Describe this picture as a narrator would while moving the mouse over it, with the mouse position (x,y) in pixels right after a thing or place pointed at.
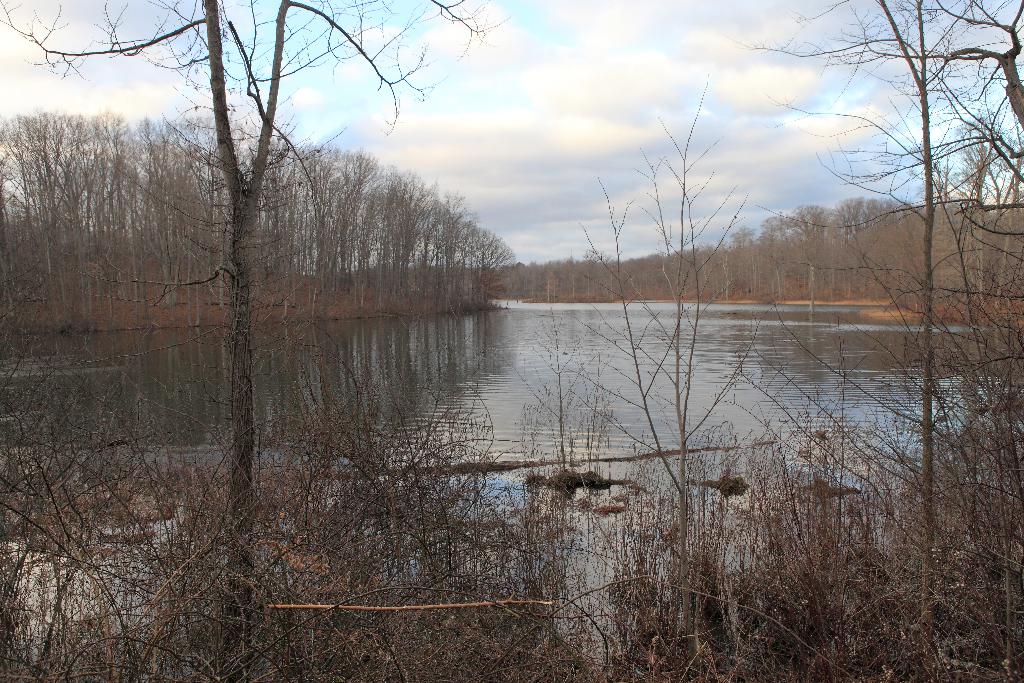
In this image I can see few plants (446,550), a tree (681,527) and the water (626,392). In the background (365,214) I can see few trees (397,266) and the sky (621,103).
